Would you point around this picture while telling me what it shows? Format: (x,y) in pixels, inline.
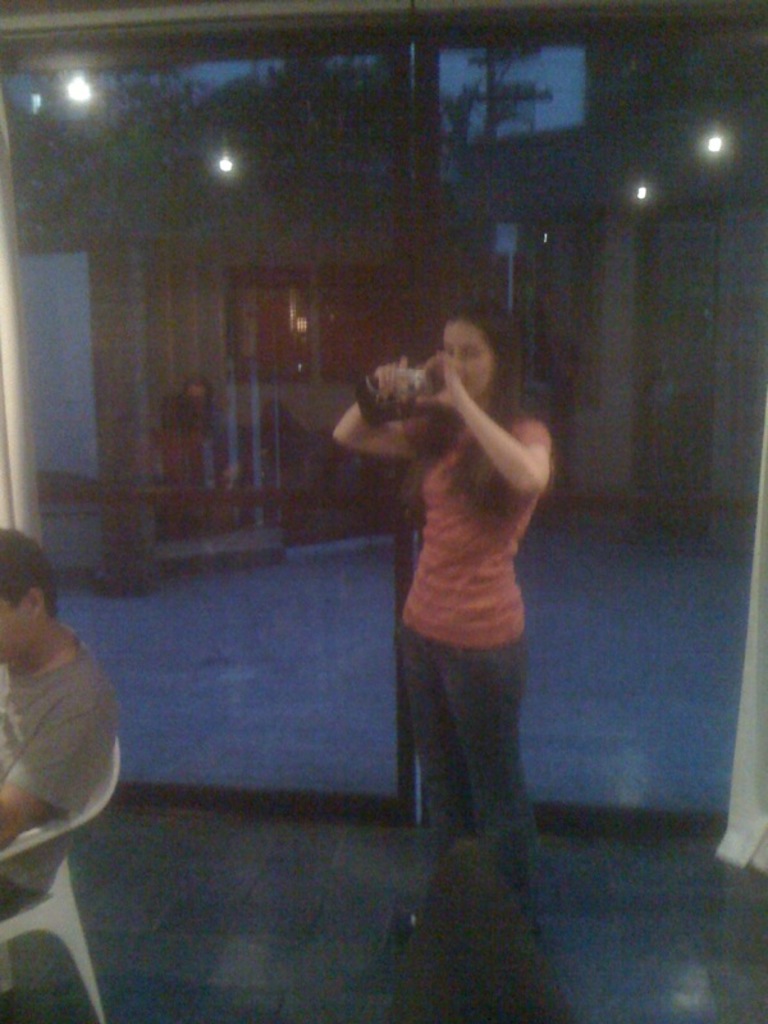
This is the woman (510,591) standing and holding a camera (392,412). On the left side of the image (82,688), I can see a person (61,702) sitting on the chair (41,924). This looks like a glass door (141,617). I can see the lights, trees (259,199) and the rooms (643,322) through the glass door (388,237). At the bottom of the image (489,902), that looks like an object (485,964).
